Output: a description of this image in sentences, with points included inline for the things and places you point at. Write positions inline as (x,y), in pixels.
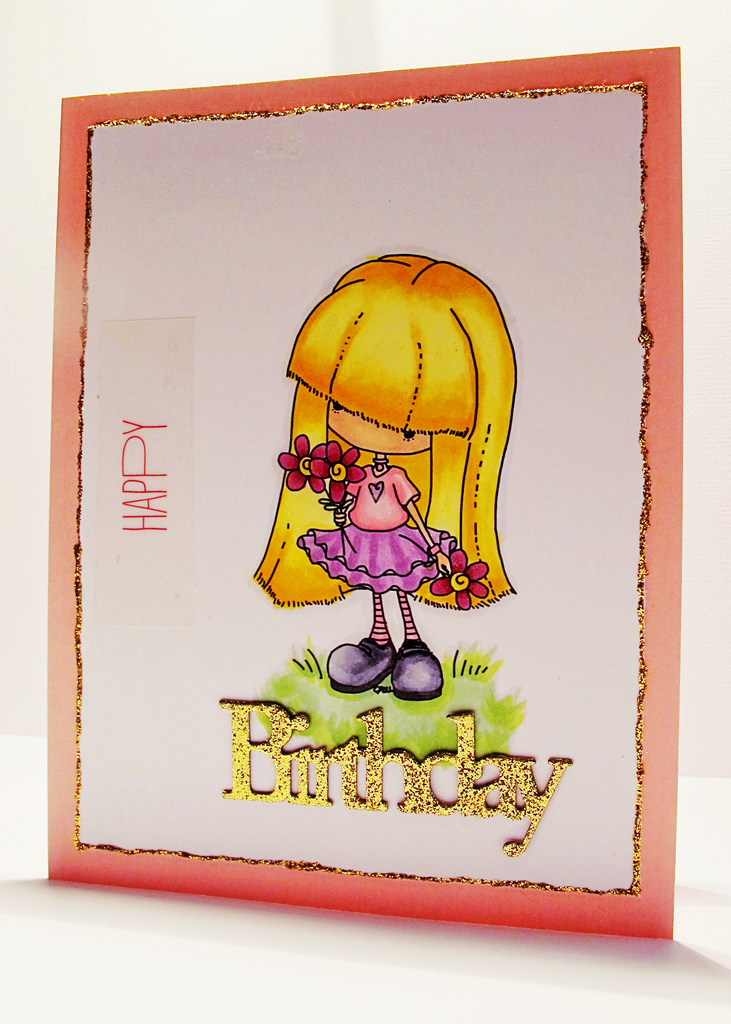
In this picture we can observe a greeting card (542,592) which is in white and red color. We can observe a sketch (387,495) of a girl (372,438) on this card (348,471). The card (282,527) is placed on the white color surface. The background is in white color.
